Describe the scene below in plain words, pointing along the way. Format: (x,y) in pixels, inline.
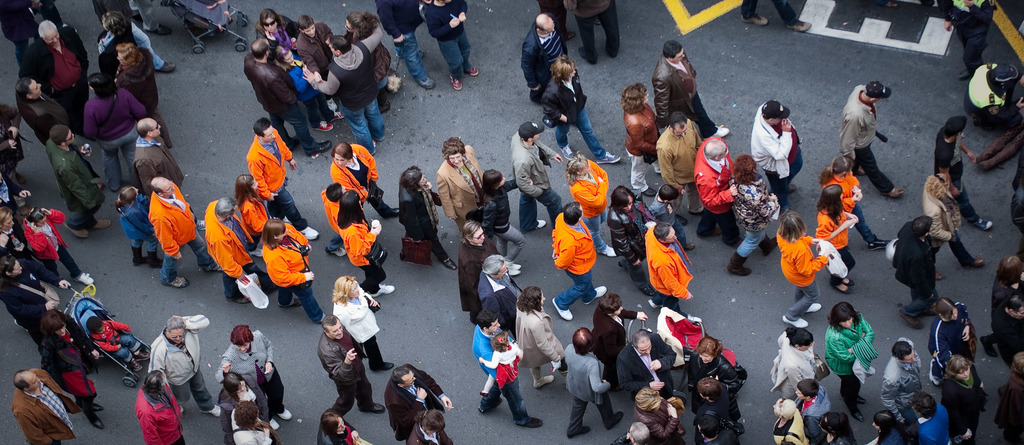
In this image, we can see some people (41,393) walking and there are some people (266,84) standing and talking.
